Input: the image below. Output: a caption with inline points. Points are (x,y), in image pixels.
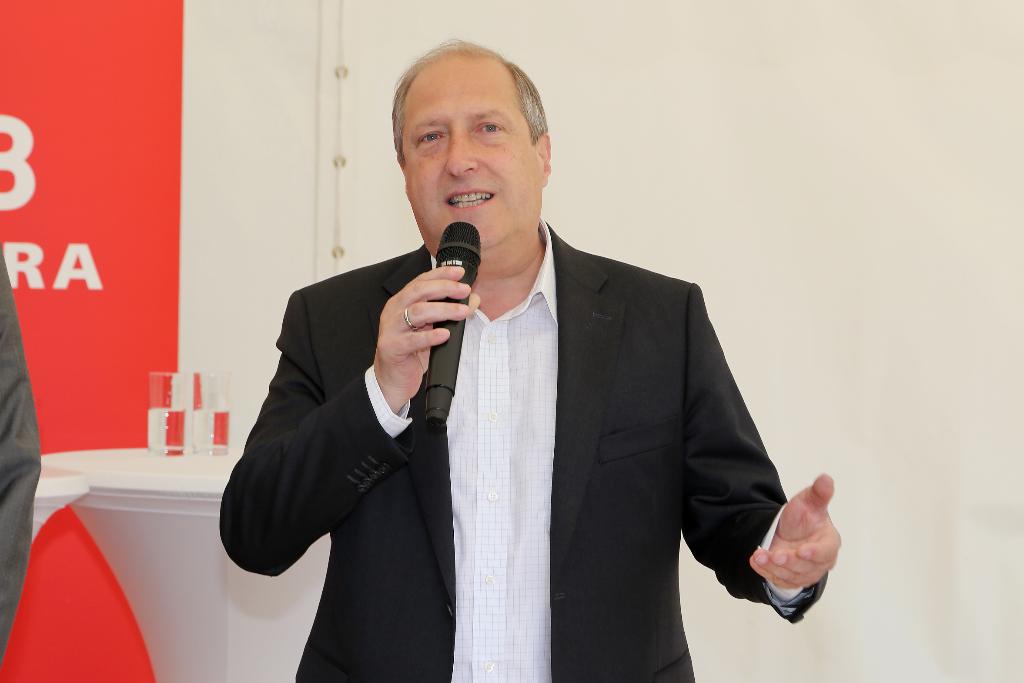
In this picture we can see a man (404,267) who is holding a mike (441,429) with his hand (415,291). He is in black color suit (677,423). On the background (945,194) there is a wall (769,209). And these are the glasses (195,410).
